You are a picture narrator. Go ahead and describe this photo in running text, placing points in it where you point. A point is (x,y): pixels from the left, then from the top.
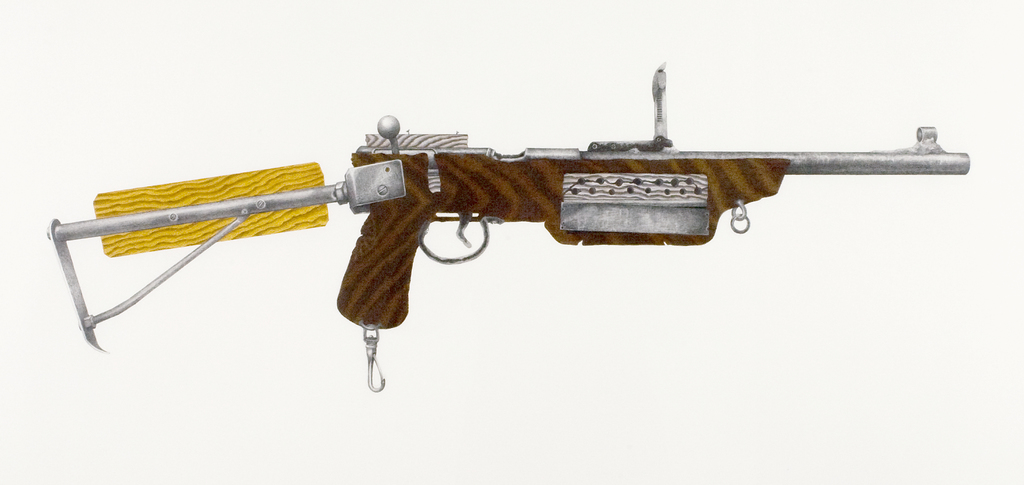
In this image we can see the picture of a gun (485,177).
